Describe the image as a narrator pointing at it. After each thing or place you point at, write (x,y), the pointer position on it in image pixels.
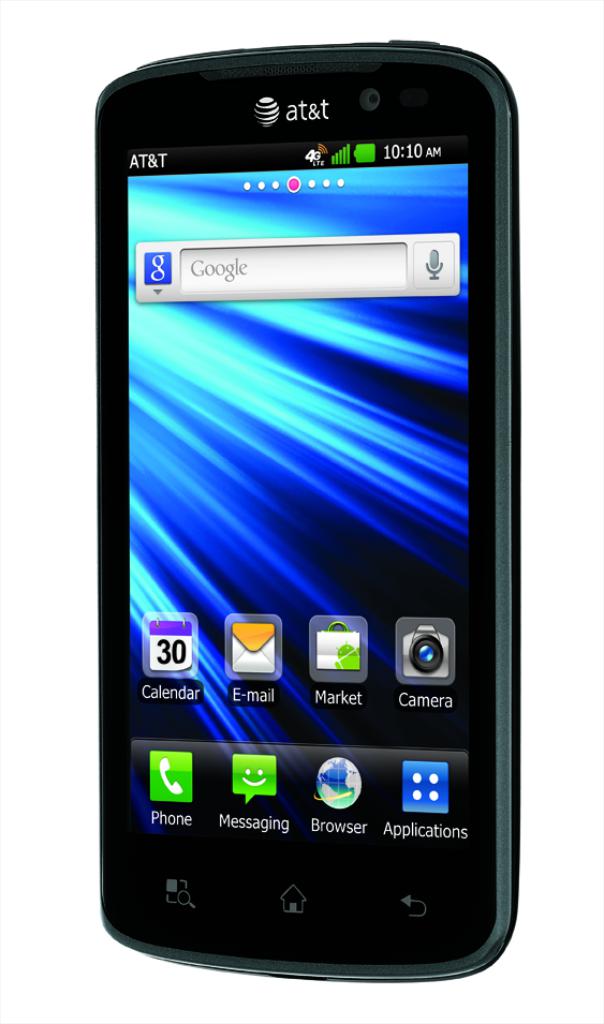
In this image a mobile (264,564) is there.
